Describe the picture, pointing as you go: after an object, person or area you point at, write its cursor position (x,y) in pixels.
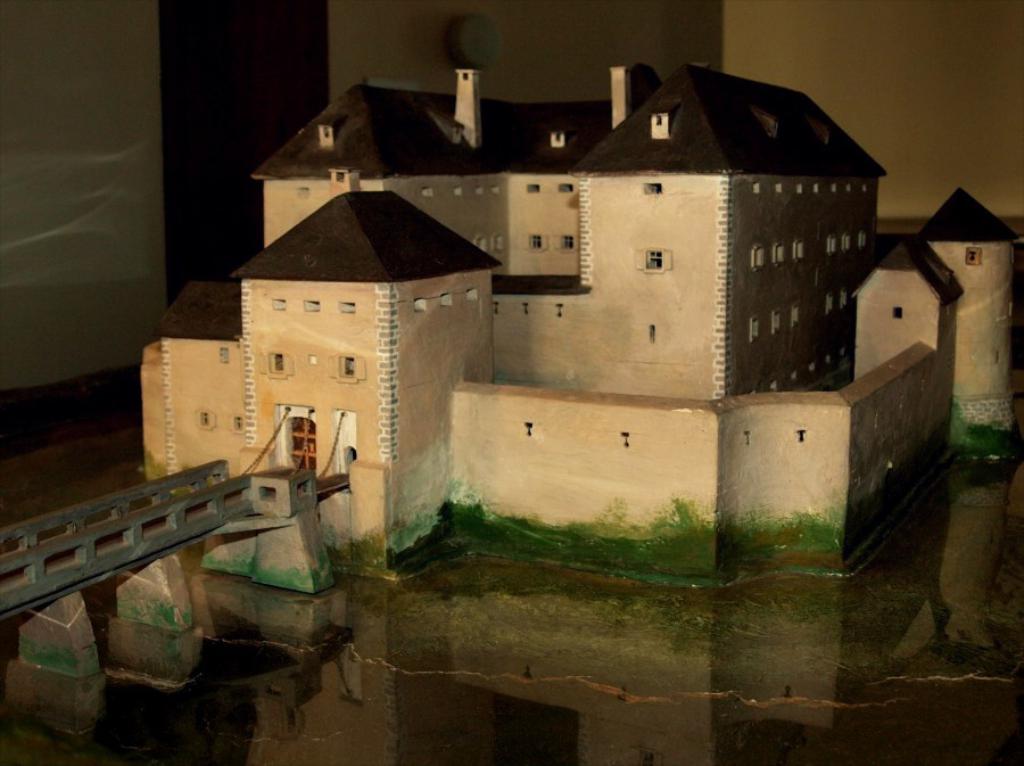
In this picture we can see a miniature (270,300) of a building (620,162) with windows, bridge (237,502) and in the background (808,90) we can see the walls (115,78).
